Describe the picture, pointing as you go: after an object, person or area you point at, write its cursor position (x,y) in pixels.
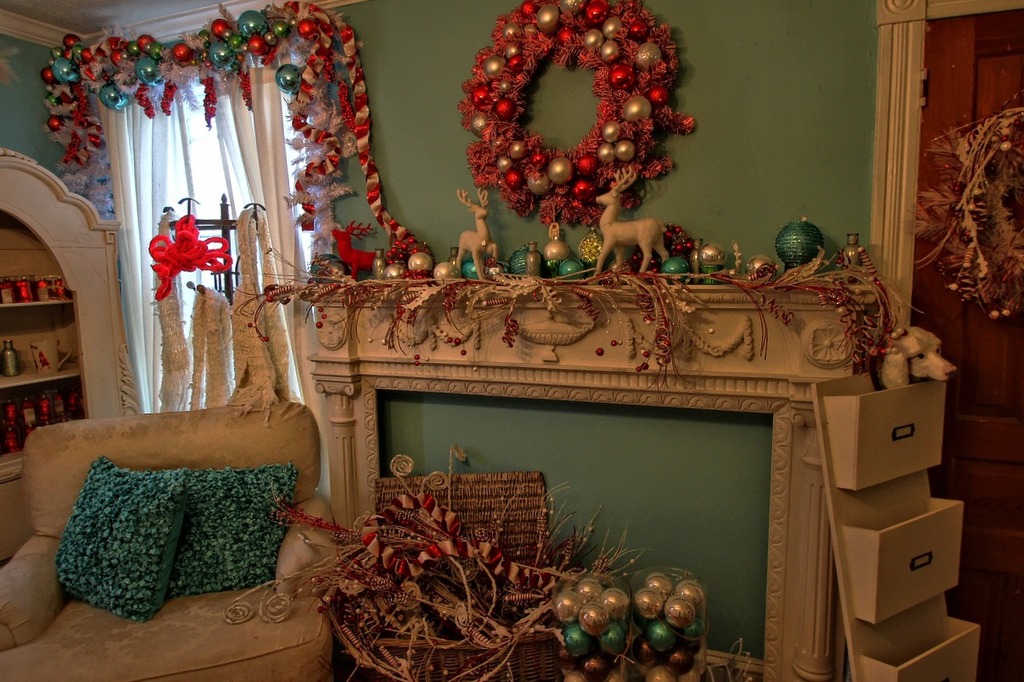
In this image we can see a couch (211,603) on which there are some pillows (237,516), on right side of the image (852,416) there are some cupboards (826,399), decoration items (511,324), show pieces (515,253) and on left side of the image (74,294) there are some items (17,366) arranged in the shelves (18,386).
